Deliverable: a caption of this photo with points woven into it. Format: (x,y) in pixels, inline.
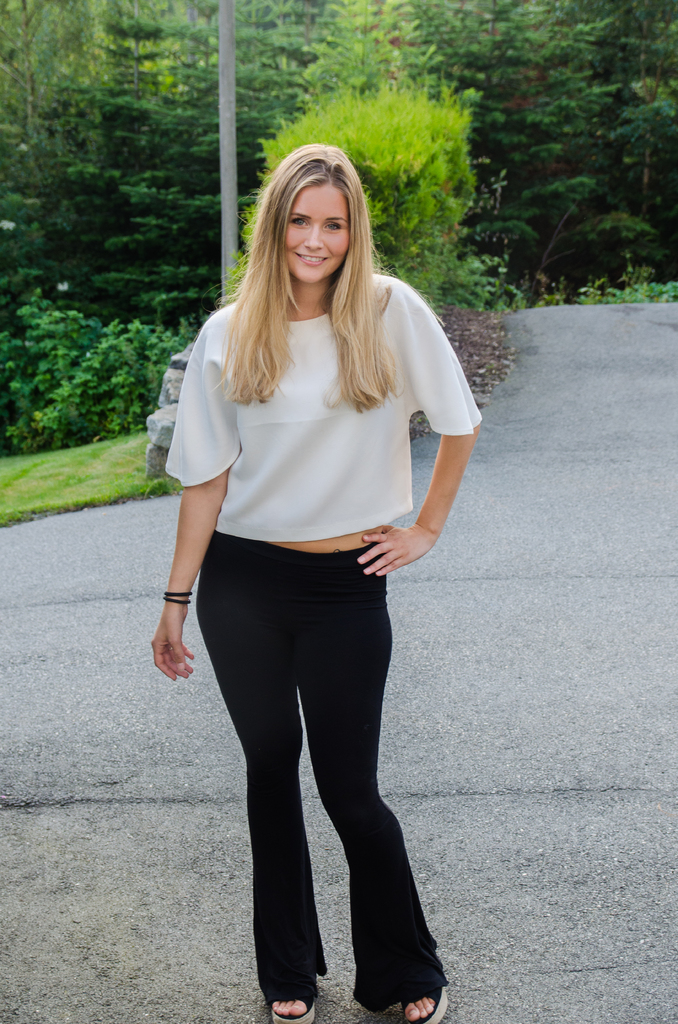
In this picture we can see a woman (414,907) on the ground (323,836) and she is smiling and in the background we can see a pole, few stones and trees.
